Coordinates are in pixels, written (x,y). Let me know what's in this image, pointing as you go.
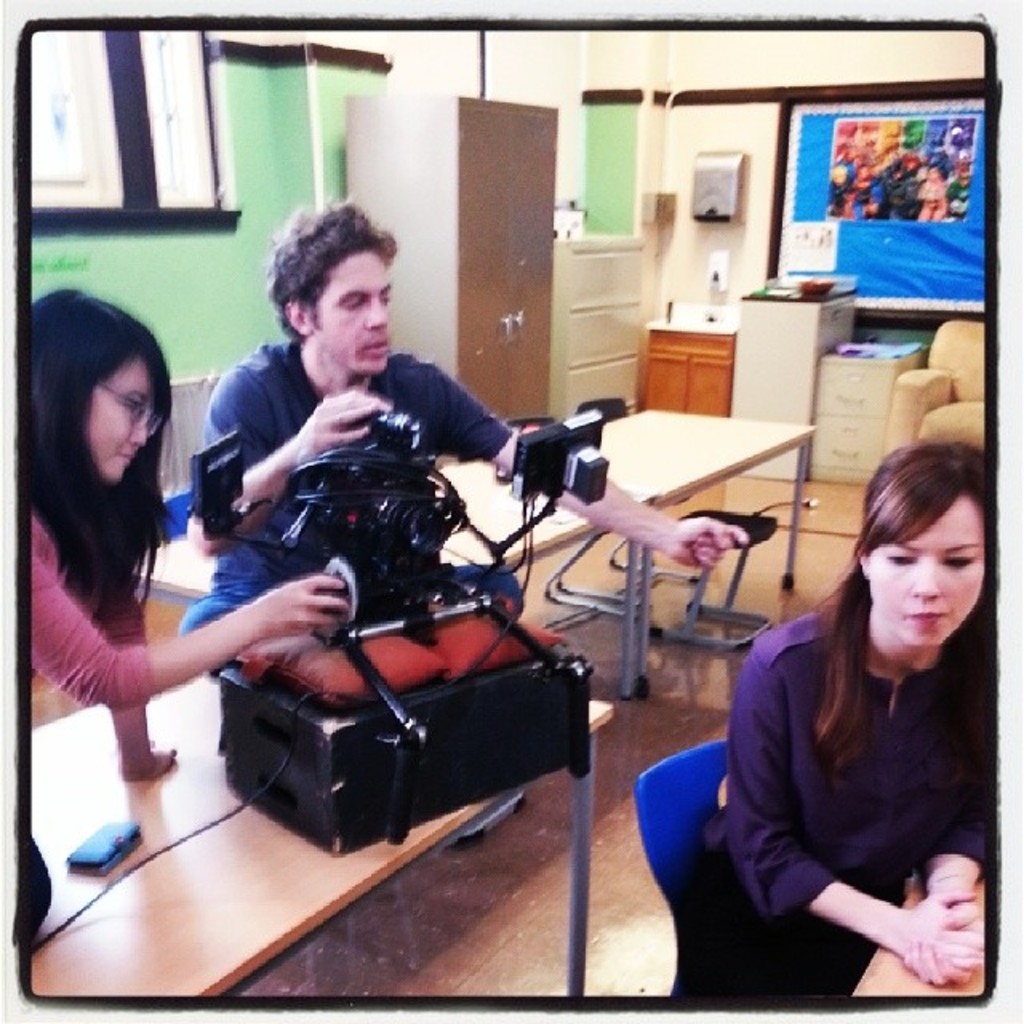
In this image I can see few people (889,707) and I can see the black color object (360,705) on the table (207,899). I can see the cupboard (502,412), door (518,413), tables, chair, cabinet (461,181) and few objects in the room (383,108). I can see few boards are attached to the wall (646,150).
